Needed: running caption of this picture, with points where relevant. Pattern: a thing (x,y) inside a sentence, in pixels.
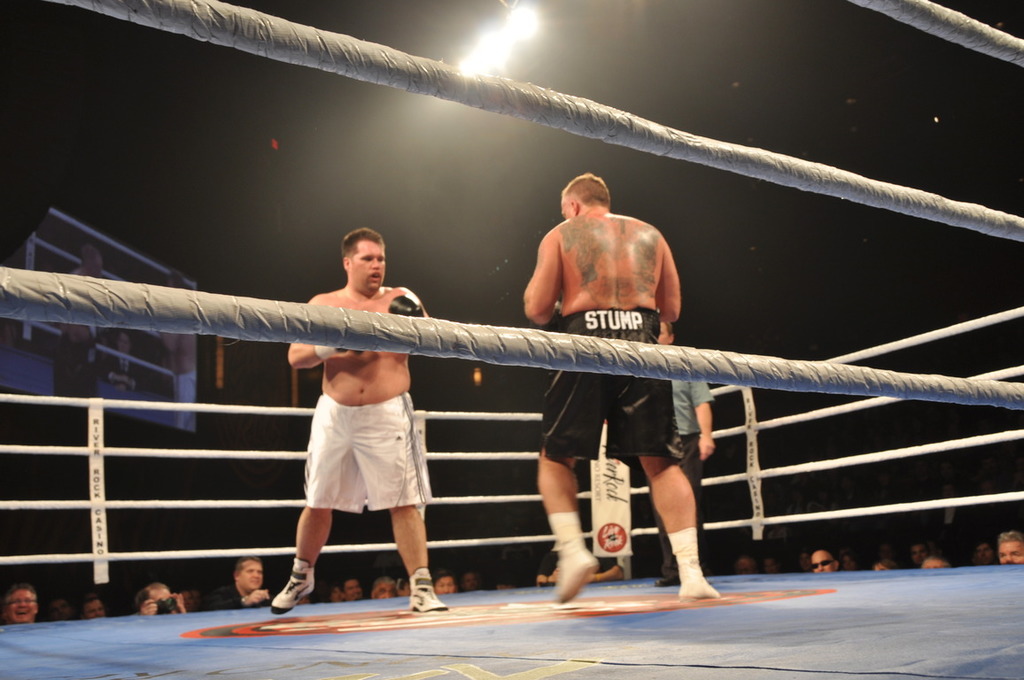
In the image there is a stage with two men (414,440) are standing with white and black shorts (387,437). To the stage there are ropes (1013,403). Behind the stage (226,640) there are few people (1018,550). In the background (136,355) there is a screen (64,344) and also there is a light (533,22) at the top of the image (519,16).
